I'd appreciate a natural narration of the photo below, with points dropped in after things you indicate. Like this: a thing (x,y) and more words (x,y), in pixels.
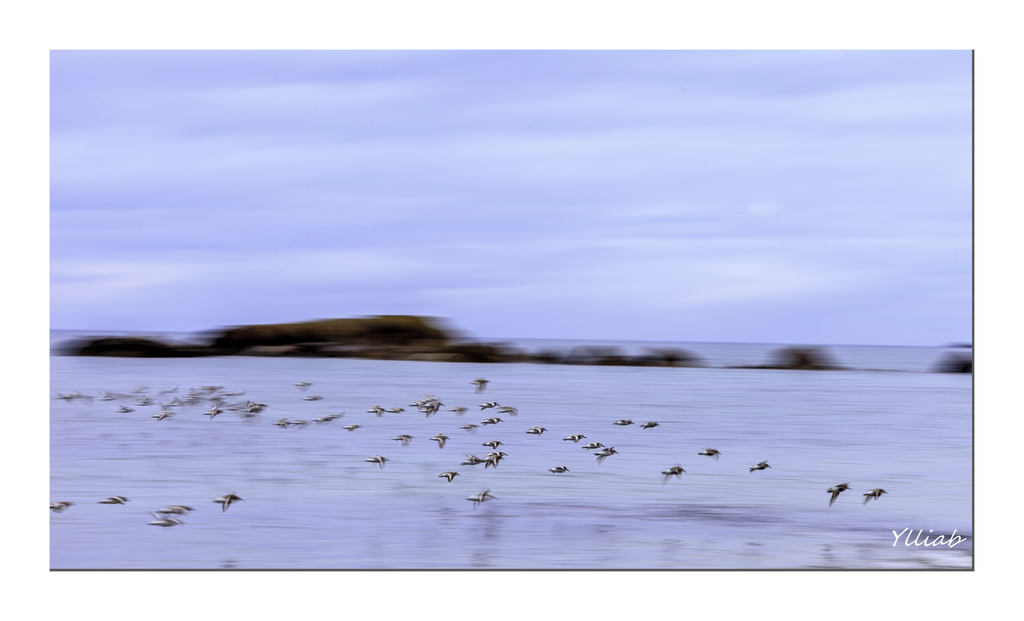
In this image there are many birds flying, we can see water (861,381), in the background (503,279) there is the sky (568,223).
